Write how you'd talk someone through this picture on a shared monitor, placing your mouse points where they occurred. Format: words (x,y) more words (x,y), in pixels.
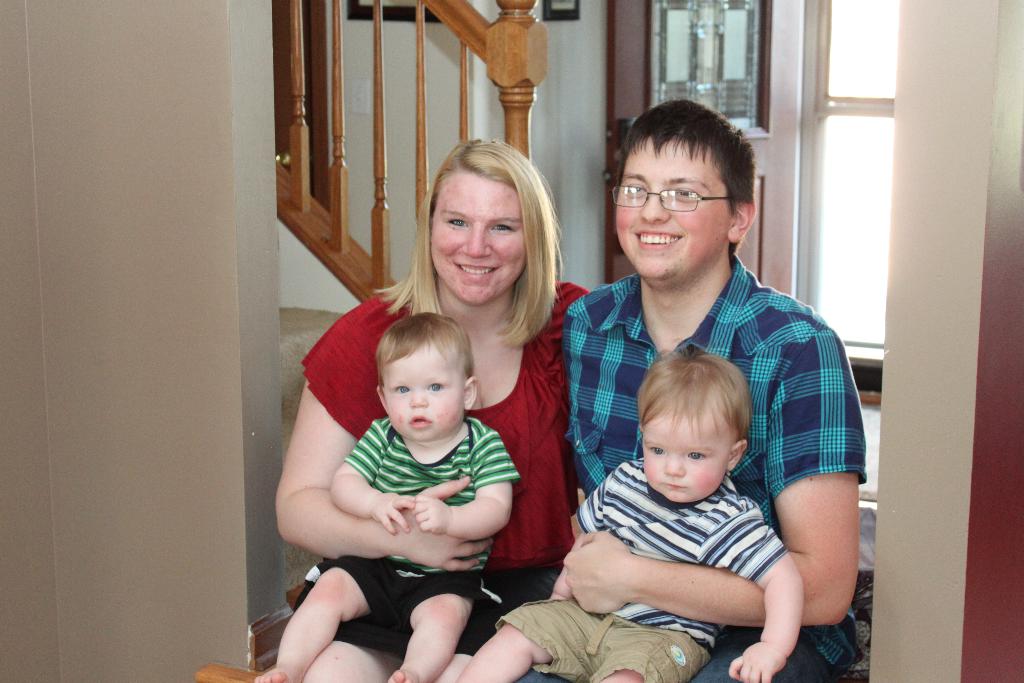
In this image we can see a man (573,345) and a woman (561,369) sitting and holding children (500,509) on their laps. In the background (399,161) there are staircase (307,208), railings (338,156), walls (490,113) and door (649,104).
